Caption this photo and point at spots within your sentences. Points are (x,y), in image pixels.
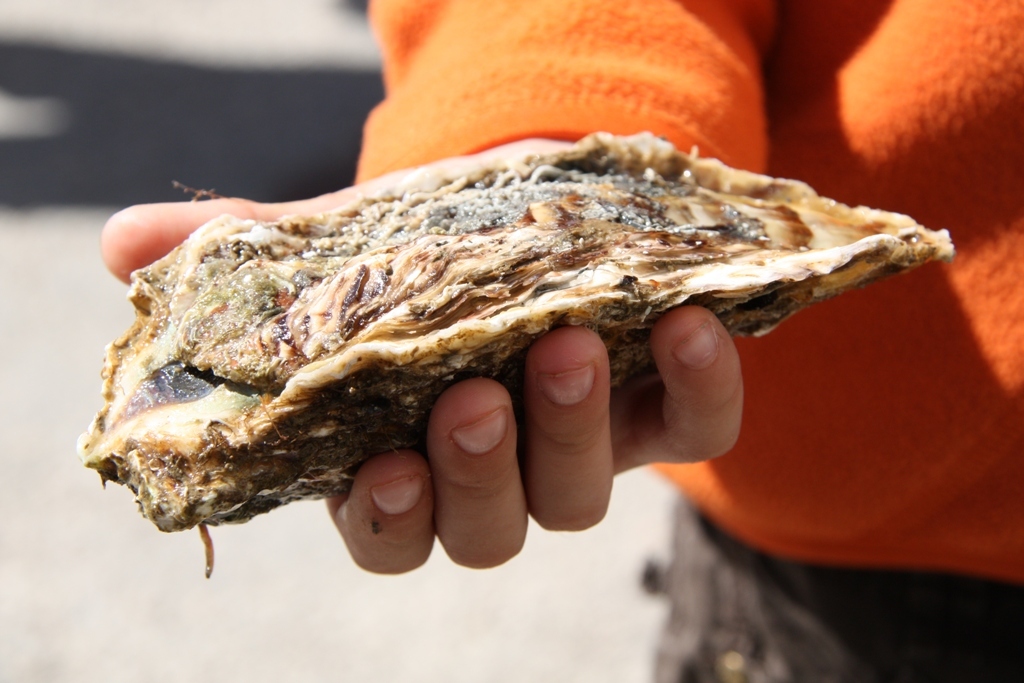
Here I can see a person (685,117) standing and holding an object (450,338) in the hands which seems to be a food item (280,350). The background (417,602) is blurred.
